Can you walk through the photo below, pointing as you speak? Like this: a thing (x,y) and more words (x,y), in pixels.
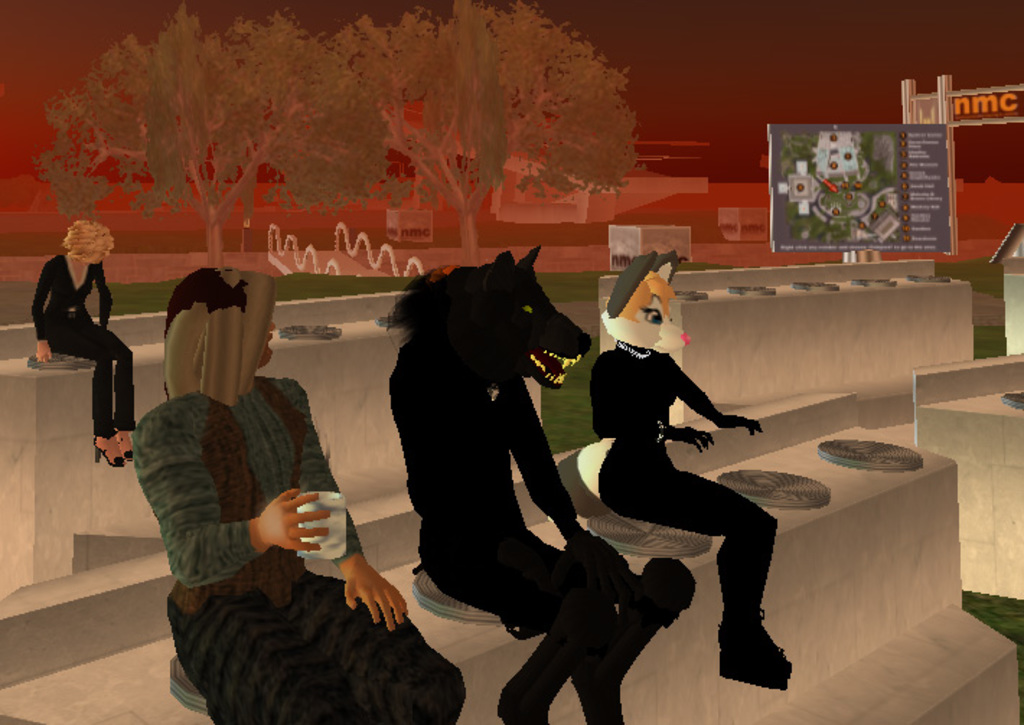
It is a graphical image, in the image we can see some trees (459,164) and banners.
